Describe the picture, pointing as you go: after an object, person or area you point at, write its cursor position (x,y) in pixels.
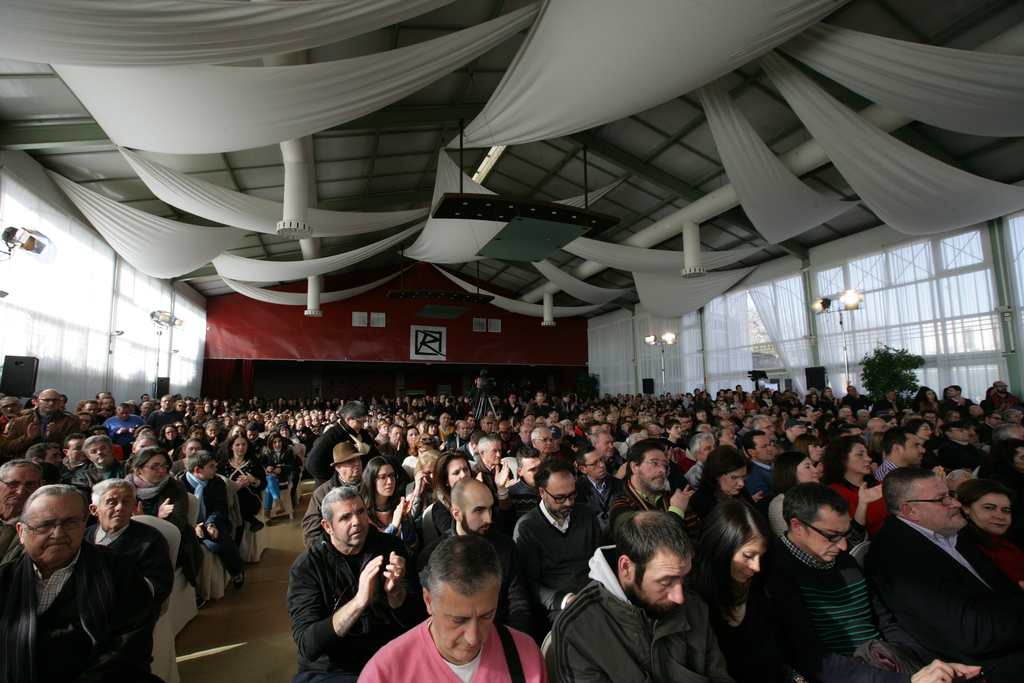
In the picture we can see many people (684,586) are sitting on the chairs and one man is standing and capturing it with a camera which is on the tripod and besides, we can see the curtains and to the ceiling (68,111) we can see some white color clothes (256,78) are tied as decoration (244,86) and in the background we can see the wall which is red in color with a letter R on it.
